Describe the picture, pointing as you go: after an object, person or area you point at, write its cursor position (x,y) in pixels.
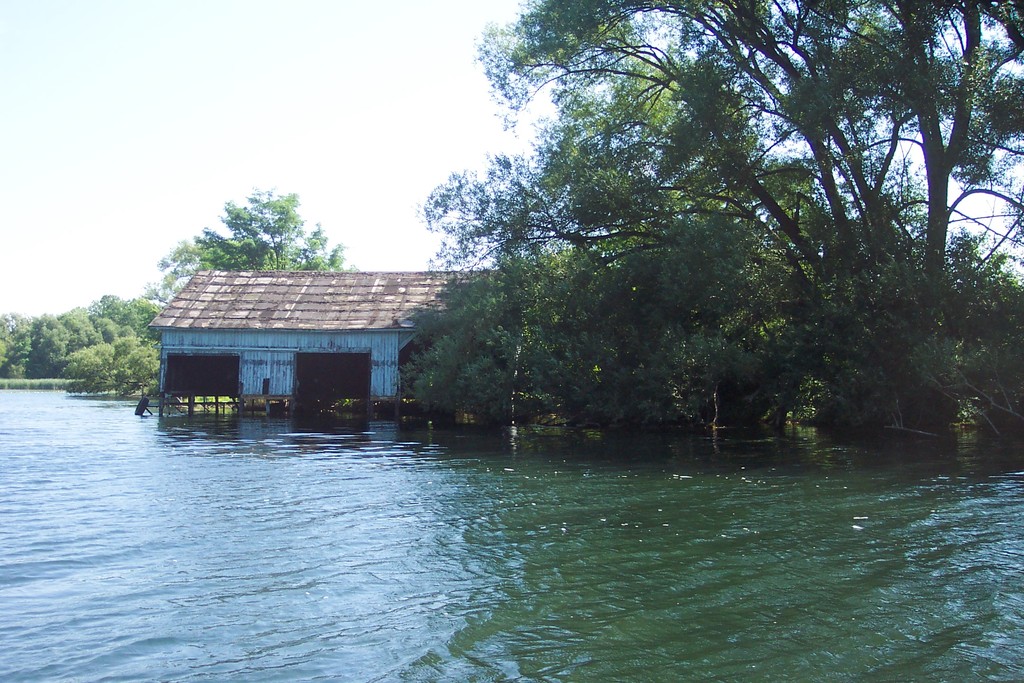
There is water (398,674) in the foreground (34,479) and there are trees (536,166), shed (271,339) and the sky (368,168) in the background (340,241).
